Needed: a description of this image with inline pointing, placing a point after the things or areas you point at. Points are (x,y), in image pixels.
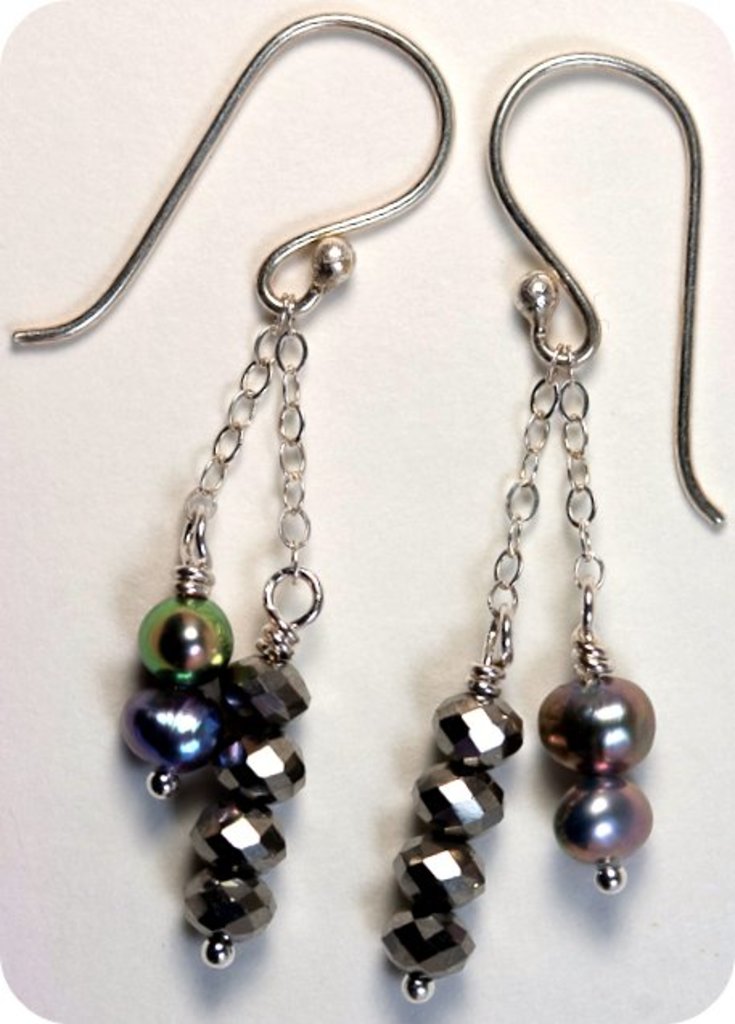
In this image there are earrings (194,178) on a surface (98,559).
